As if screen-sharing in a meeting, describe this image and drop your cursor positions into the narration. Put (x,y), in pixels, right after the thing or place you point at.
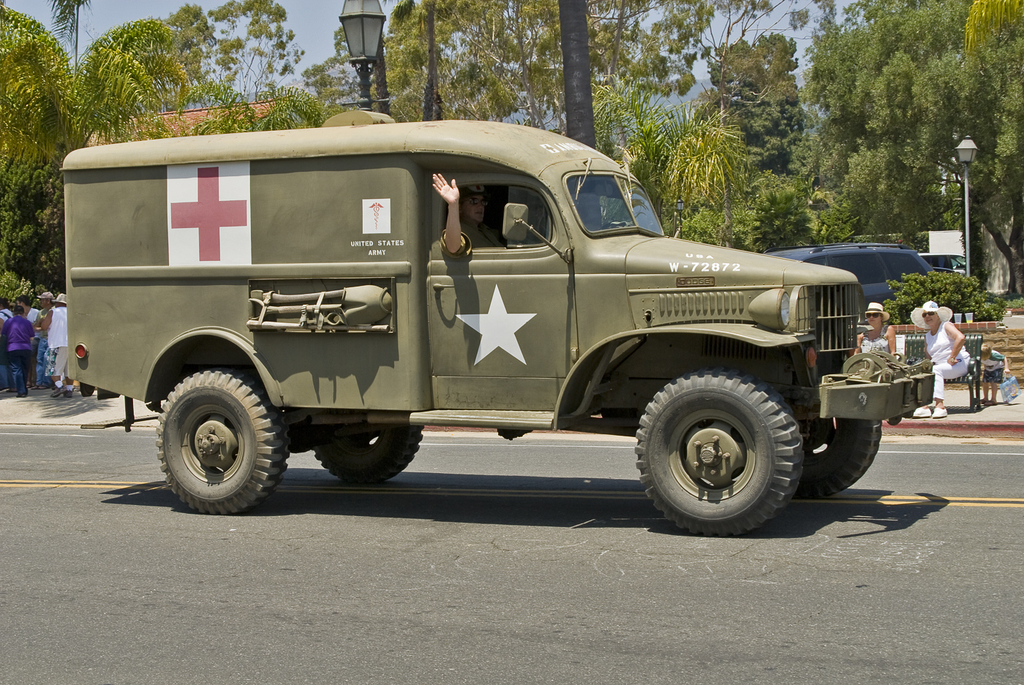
In this image there is a person (470,219) sitting in the vehicle (426,380), which is on the road (274,552), behind the vehicle (229,327) there are a few people (63,318) standing on the path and few (960,345) are sitting on the bench (906,353). In the background (616,121) there is a building (188,112), trees (596,113) and street lights (373,26).
